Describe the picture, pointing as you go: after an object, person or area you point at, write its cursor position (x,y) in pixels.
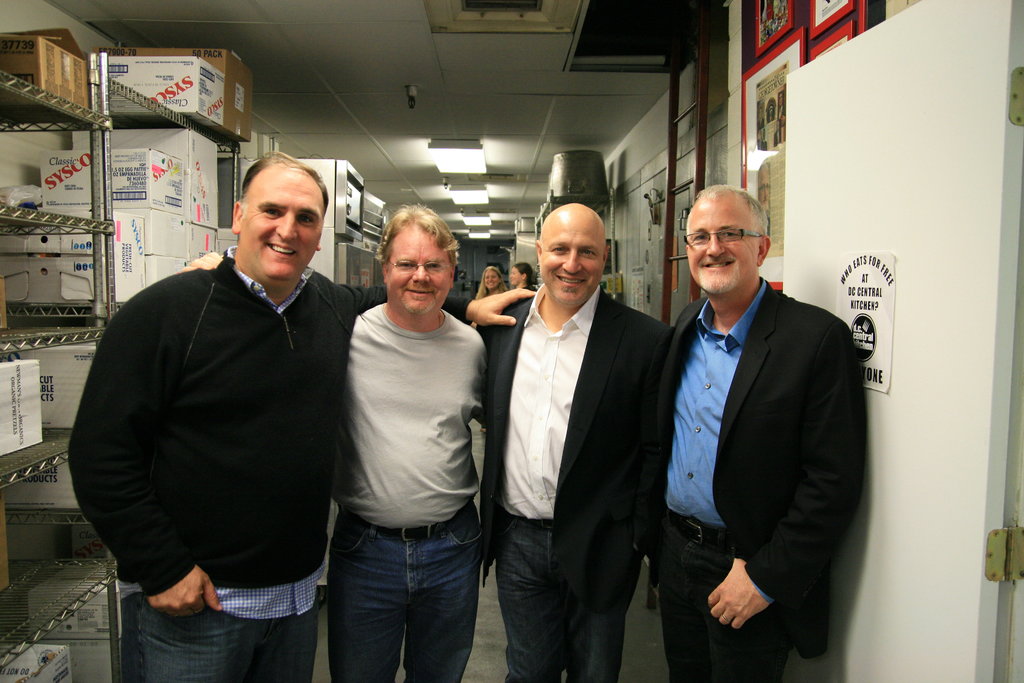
In front of the picture, we see four men (435,368) are standing. All of them are smiling and they are posing for the photo. Beside them, we see a white door (923,166) on which a poster (890,358) is pasted. On the left side (130,138), we see the racks (179,115) in which the carton boxes (82,160) which are in brown and white color are placed. Behind them, we see two women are standing. On the right side (744,90), we see a wall (740,88) on which the photo frames (768,81) and the posters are pasted. In the background (339,232), we see a white color object (358,195) and a grey color wall (493,249). At the top (443,168), we see the lights (480,153) and the ceiling (501,151) of the room (525,143).
